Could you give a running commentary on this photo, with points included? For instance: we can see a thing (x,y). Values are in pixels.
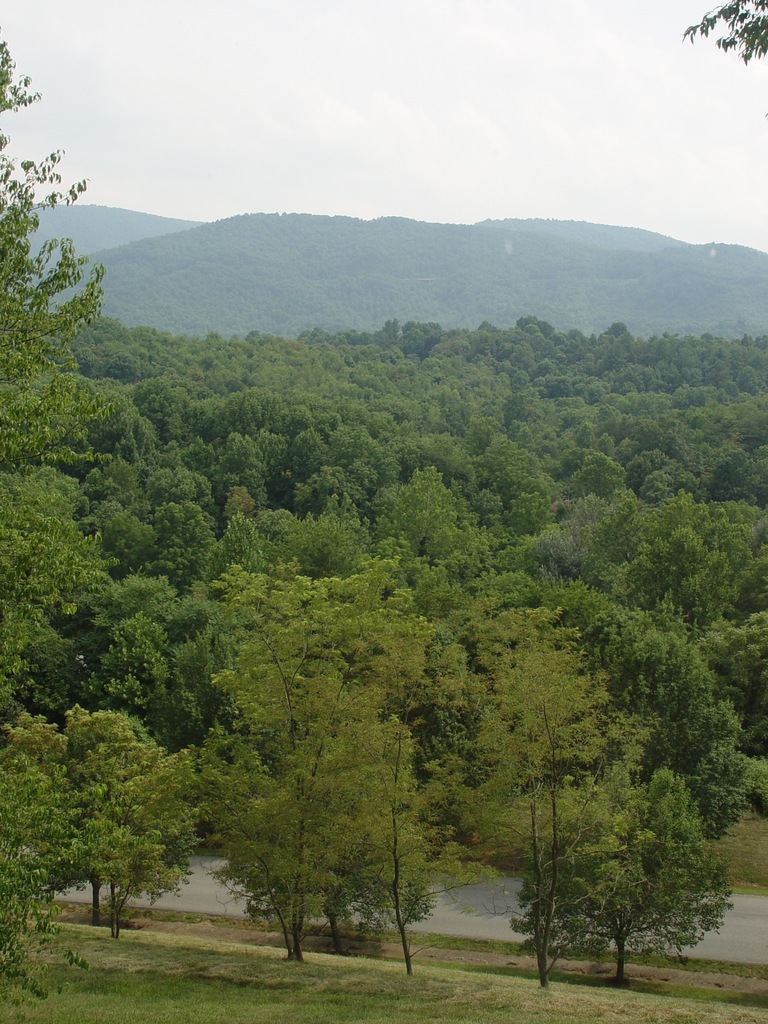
In the center of the image (374,532) we can see a group of trees (383,463) are present. At the bottom of the image (490,977) we can see a grass (410,978) and road (738,911) are present. At the top of the image (488,97) sky (510,96) is there. In the background of the image (369,303) hills (622,282) are present.
